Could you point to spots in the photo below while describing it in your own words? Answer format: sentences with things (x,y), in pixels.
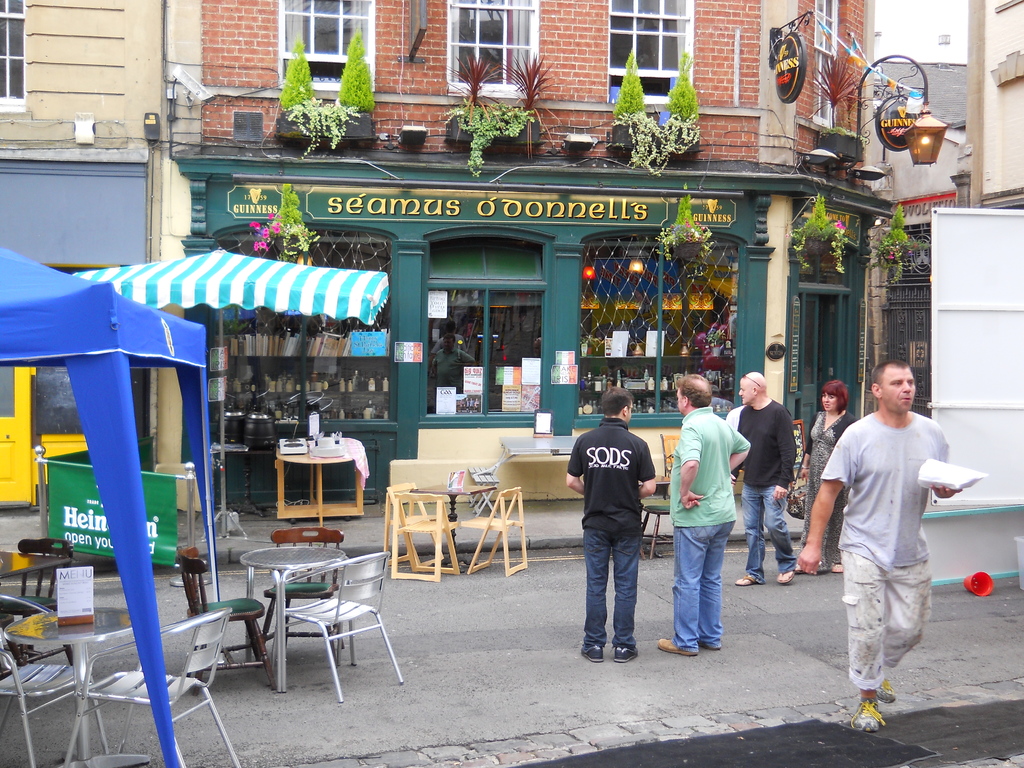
This picture shows a store (677,371) in the building (502,89) and we see few plants (294,70) and we see few people (721,546) standing and a man (824,514) walking holding a bag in his hand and we see chairs (296,594) and tables (337,549) and umbrella (287,303).
